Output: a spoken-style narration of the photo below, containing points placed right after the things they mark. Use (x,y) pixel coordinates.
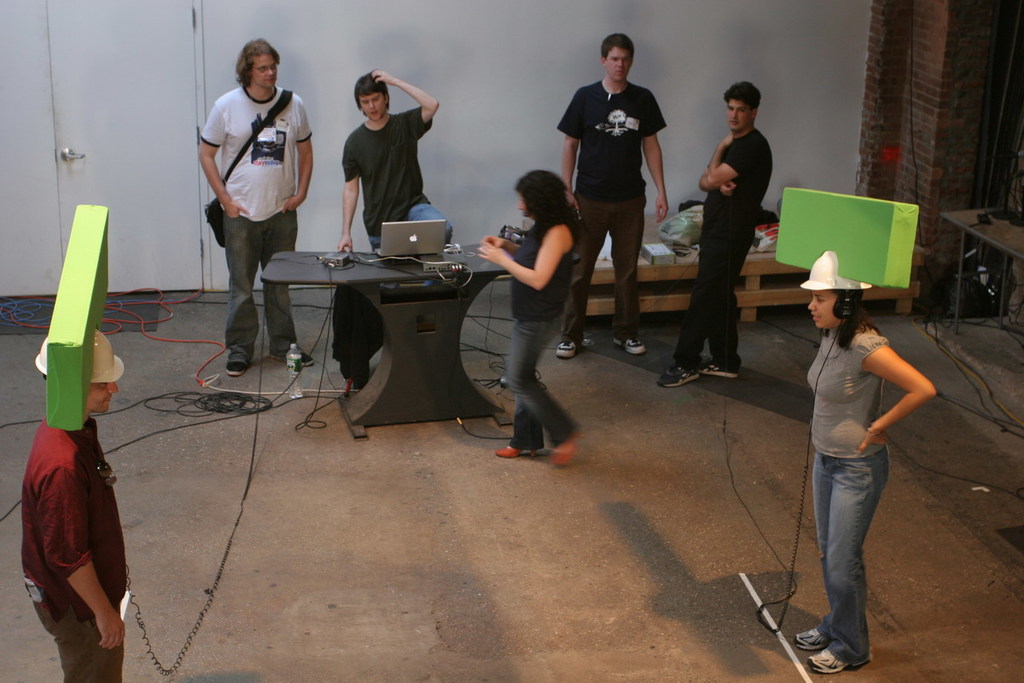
In this there are group of people (838,454) standing, and in the foreground (809,461) there is one man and one woman (846,342) standing and they are wearing headsets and helmets (114,375). On the helmets (837,273) there are some objects (852,269), and in the background (296,274) there is a table (431,393) and on the table (414,285) there are some wires (394,256) and laptops (390,254) and some objects (347,261). And on the right side of the image (1019,256) there is one table (999,242), on the table (1011,238) there are some objects (1000,201) and under the table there are some wires (991,392), and in the background (652,298) there is a wooden bench (678,273). On the bench (779,271) there are some boxes (668,252) and plastic covers (689,241), and on the left side of the image (162,88) there is door (142,83) and wall (868,33). At the bottom (329,517) there is floor (322,593).
